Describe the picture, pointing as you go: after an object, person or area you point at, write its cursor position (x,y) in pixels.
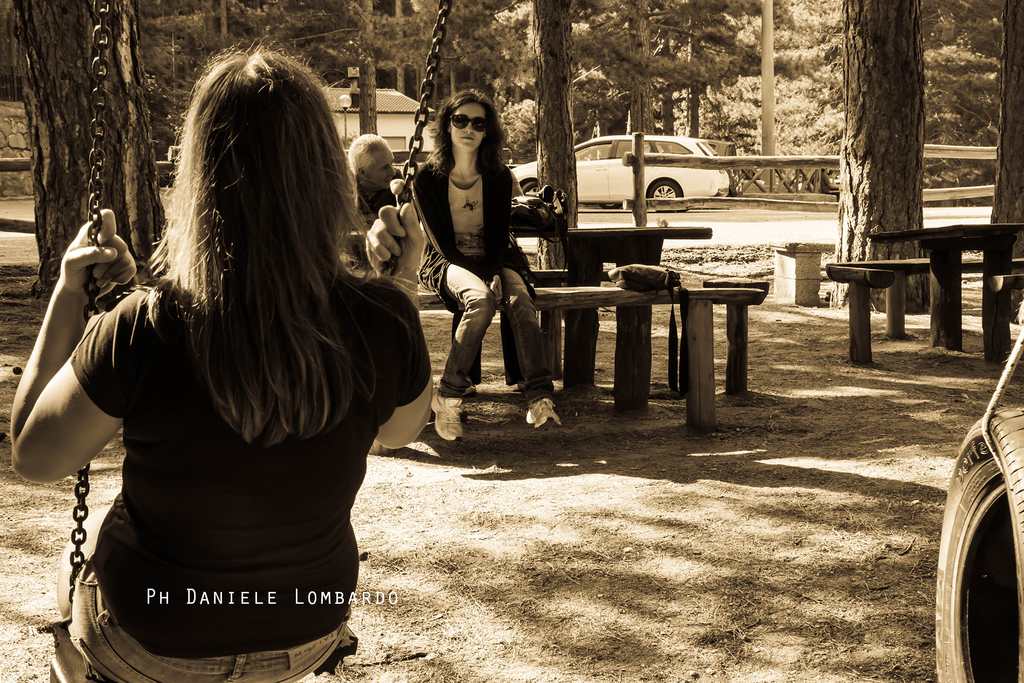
This looks like a black and white image. I can see a woman (206,566) sitting on a swing (82,526). And here I can see a woman (436,177) and a man (393,163) sitting on the bench (586,297). This is a table (579,235) where bag (547,217) are placed. At background (626,187) I can see a car (612,173) and trees (676,71). This looks like a wooden fence (793,183).
